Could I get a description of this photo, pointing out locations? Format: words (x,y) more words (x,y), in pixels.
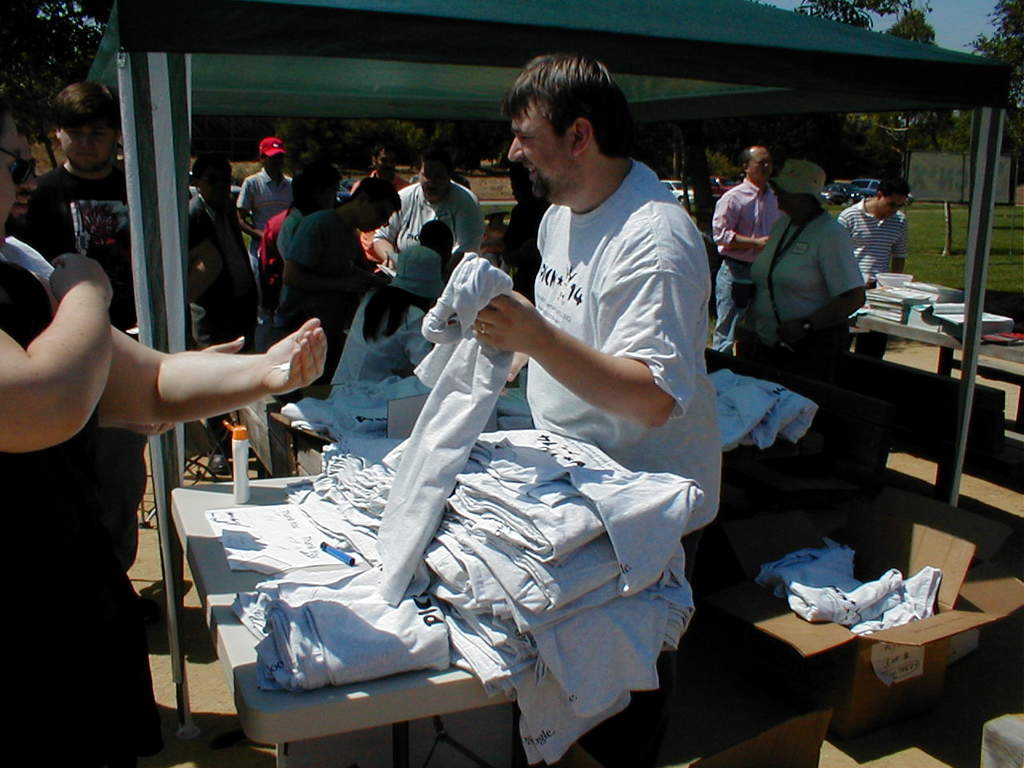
In this image there are group of people (23,289). In front (589,304) there is a man (530,307) holding a cloth (471,402). There are cardboard boxes (856,636). At the background (855,196) we can vehicle (862,179) and a trees (862,136).
